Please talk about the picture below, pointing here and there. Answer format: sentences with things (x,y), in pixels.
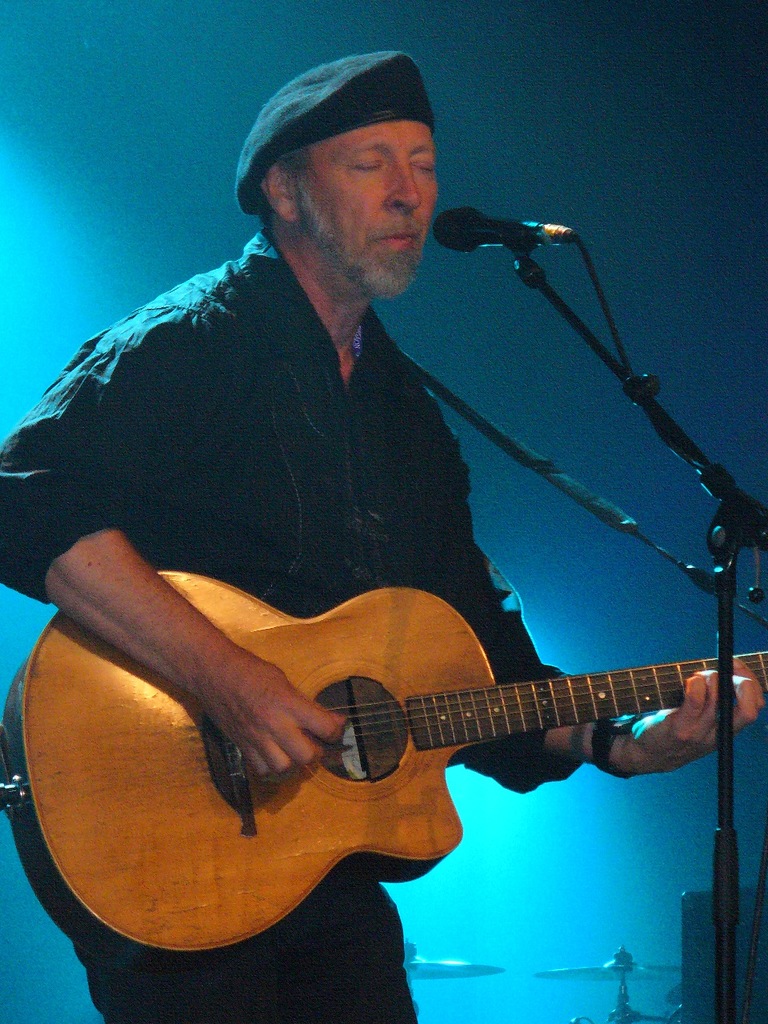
In this picture we can see a man (279,371) in black attire (336,355) and wearing a black cap (349,119), standing in front of mike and playing a guitar (248,774). these are cymbals (602,979), musical instruments (602,979).
